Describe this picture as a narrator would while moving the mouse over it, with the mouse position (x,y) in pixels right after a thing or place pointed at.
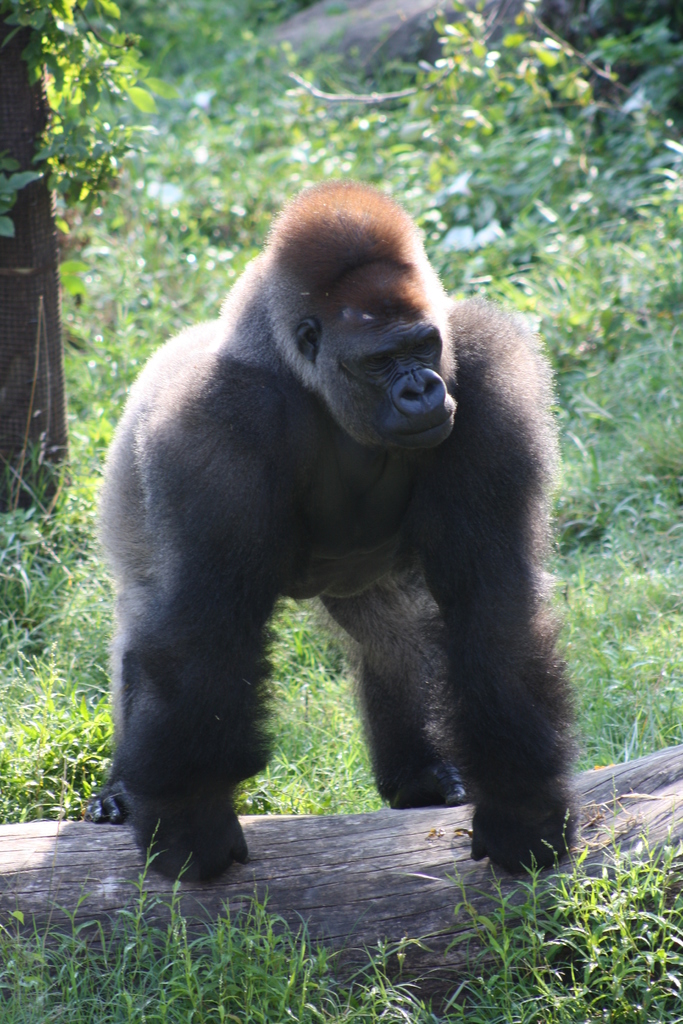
In the image we can see there is a gorilla (368,608) standing on the tree log (343,843) and the tree log (290,887) is kept on the ground (55,670). The ground (40,701) is covered with plants (27,608) and behind there is a tree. There is a rock (436,19) kept on the ground (190,173).
